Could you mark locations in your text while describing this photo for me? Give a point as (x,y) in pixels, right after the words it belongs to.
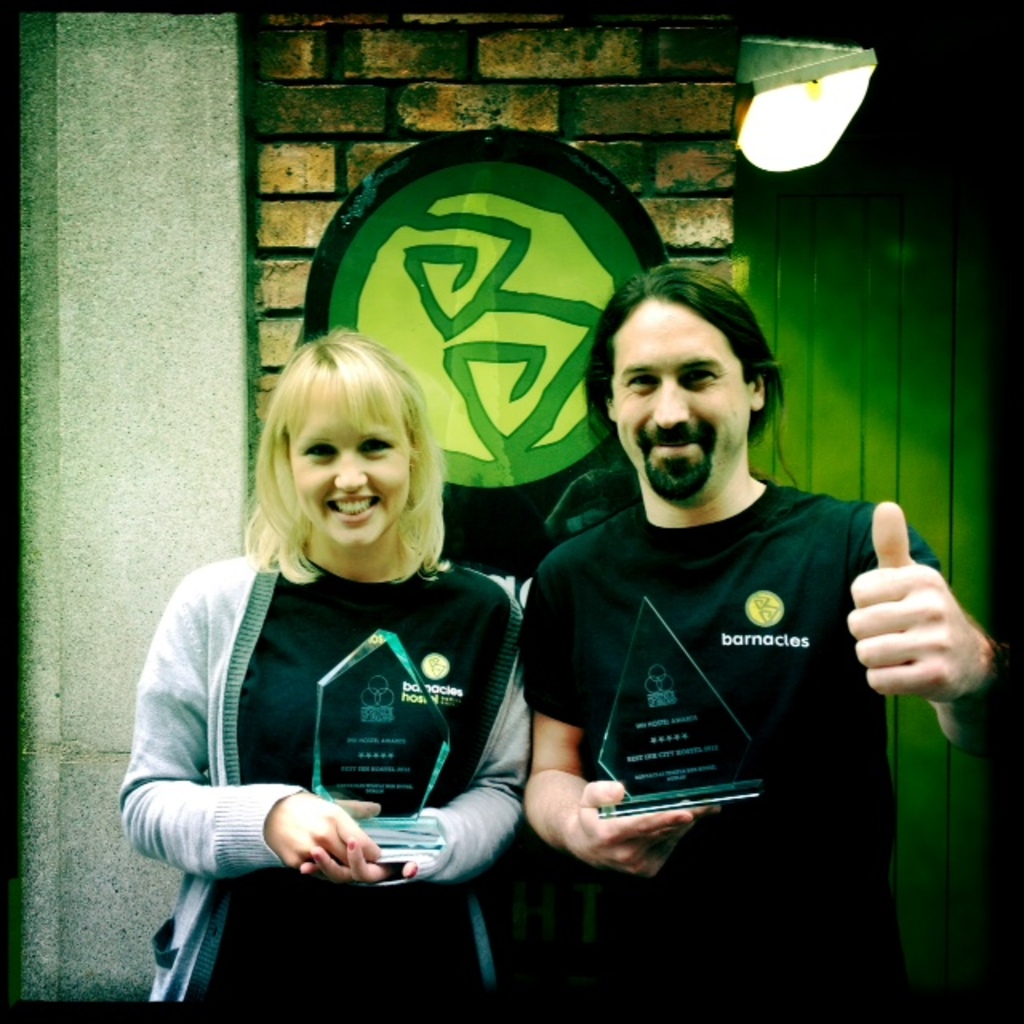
In this image I see a man (658,558) and a woman (312,756) who are smiling and I see that both of them are wearing same black color t-shirt (541,684) and I see that both of them are holding a thing (403,710) in their hands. In the background (28,356) I see the wall (512,91) and I see the light (796,121) over here.
